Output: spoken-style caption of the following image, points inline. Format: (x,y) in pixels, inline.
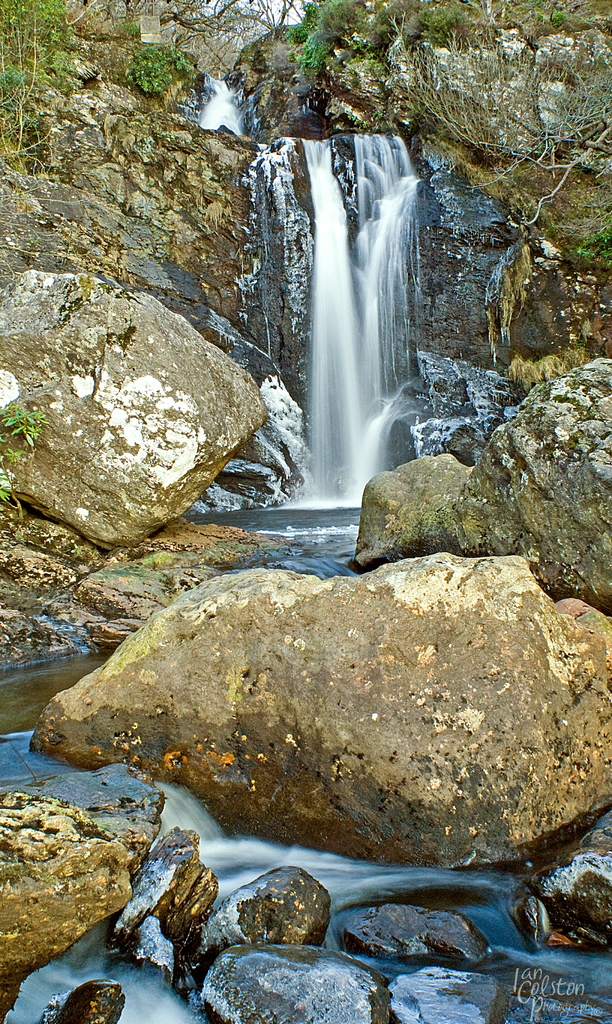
In this picture we can see a waterfall (316,341). On the bottom right corner (527,1014) there is a watermark (530,970). Here we can see stones (301,666). On the top left corner (63,60) there are grass (59,73).
